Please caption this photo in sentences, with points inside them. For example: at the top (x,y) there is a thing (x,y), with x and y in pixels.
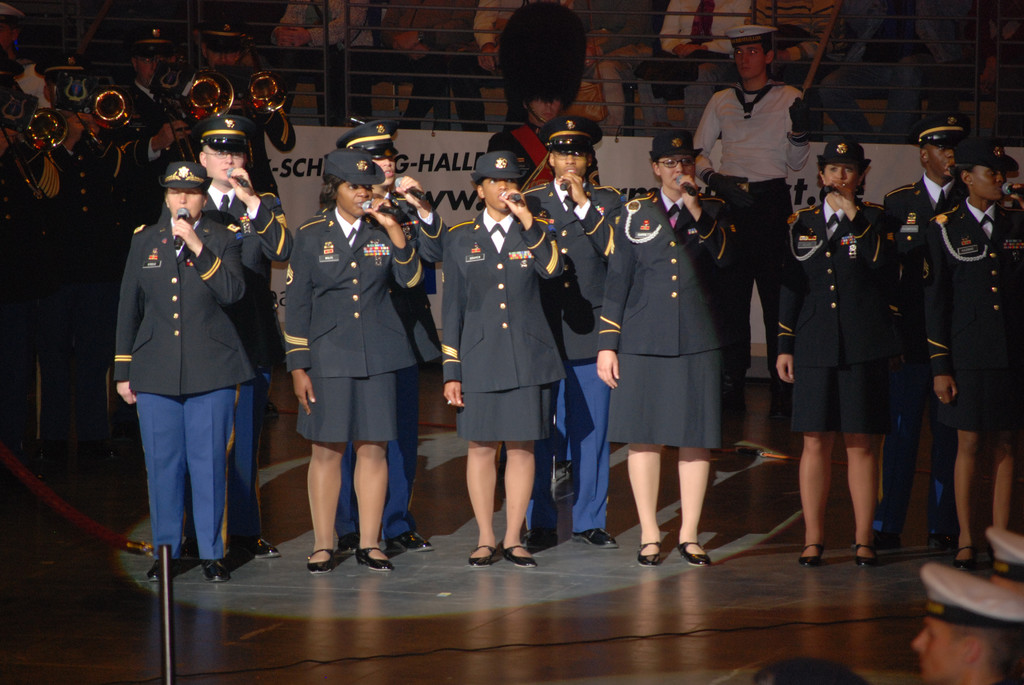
In the image I can see some people (470,378) who are wearing the caps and holding the mics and to the side there are some other people (92,203) who are playing musical instruments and also I can see a banner (420,144) and some other people (707,43).
